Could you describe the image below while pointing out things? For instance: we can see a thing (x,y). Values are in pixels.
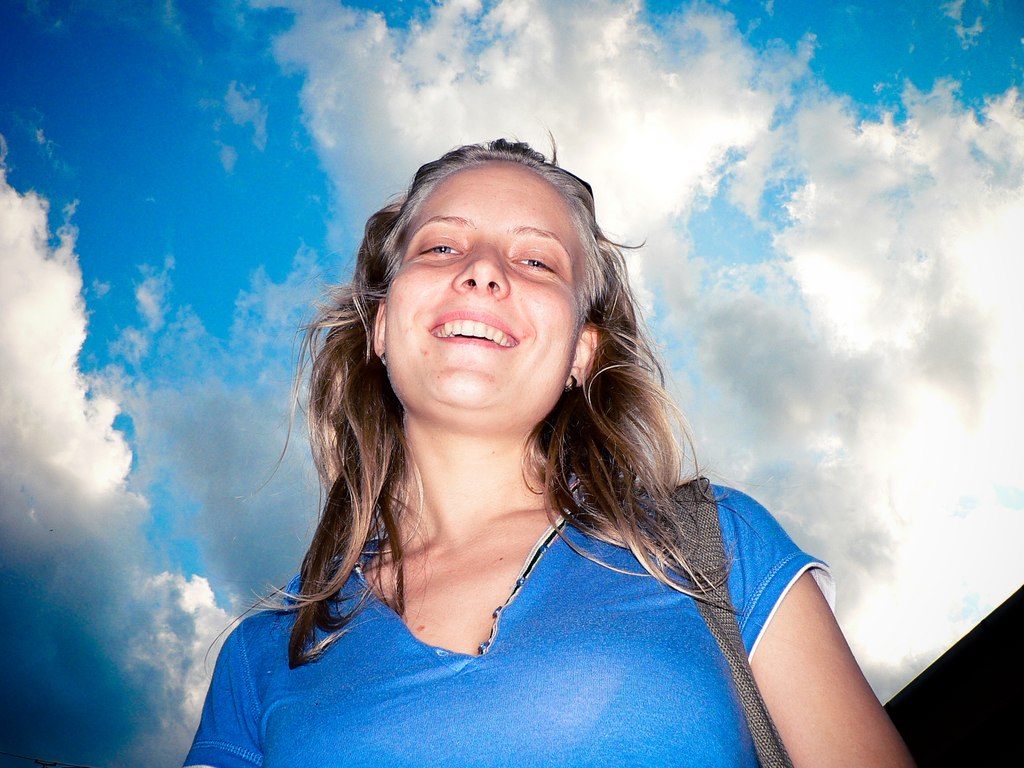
In the image we can see a woman (581,628) wearing clothes (580,679) and smiling, and a cloudy blue sky (154,202).
